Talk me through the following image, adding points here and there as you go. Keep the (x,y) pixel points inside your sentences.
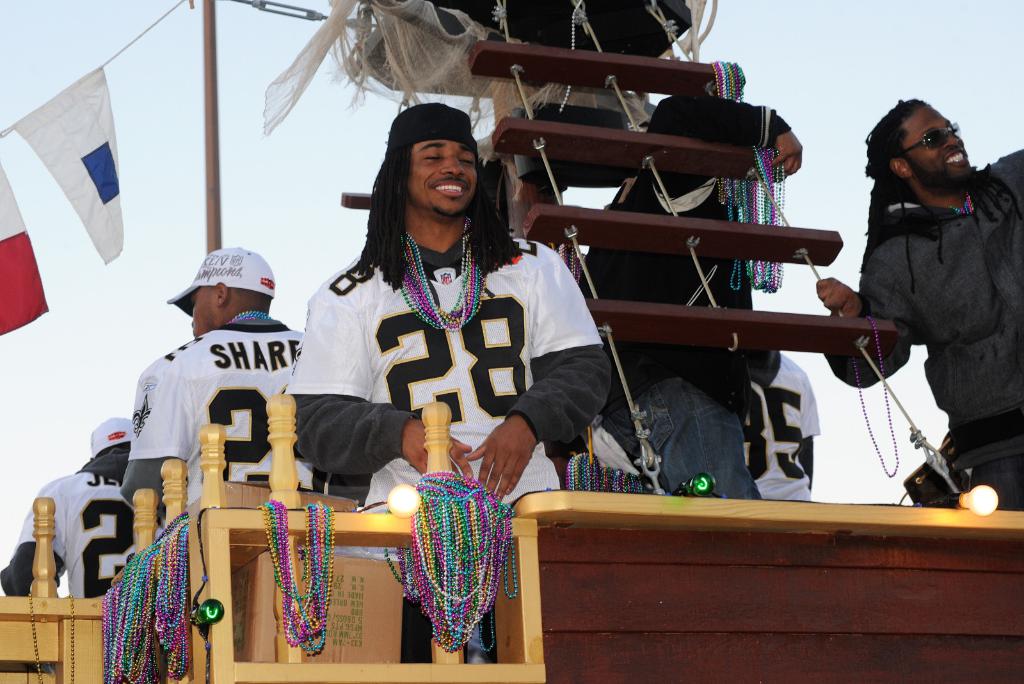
In this image we can see persons (230,419) standing, beads (747,199), flags (115,211), poles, ropes (141,35) and sky (133,49).
